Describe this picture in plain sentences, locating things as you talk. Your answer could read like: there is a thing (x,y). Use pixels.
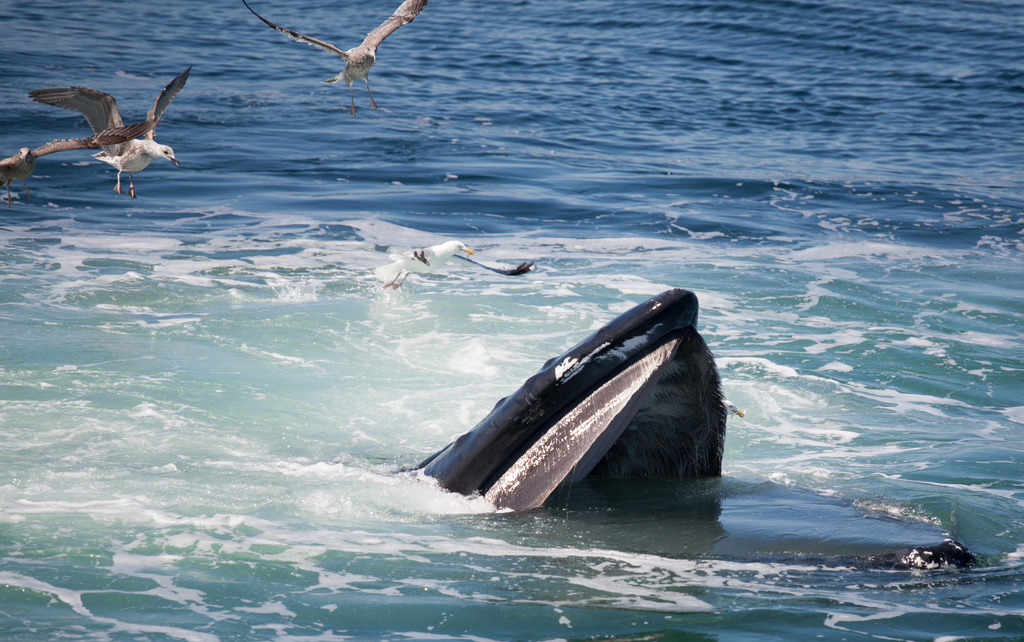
In this image I can see at the bottom (425,585) there is water (373,329). In the middle (656,315) it looks like a whale (635,410), on the left side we can see few birds (400,285).
